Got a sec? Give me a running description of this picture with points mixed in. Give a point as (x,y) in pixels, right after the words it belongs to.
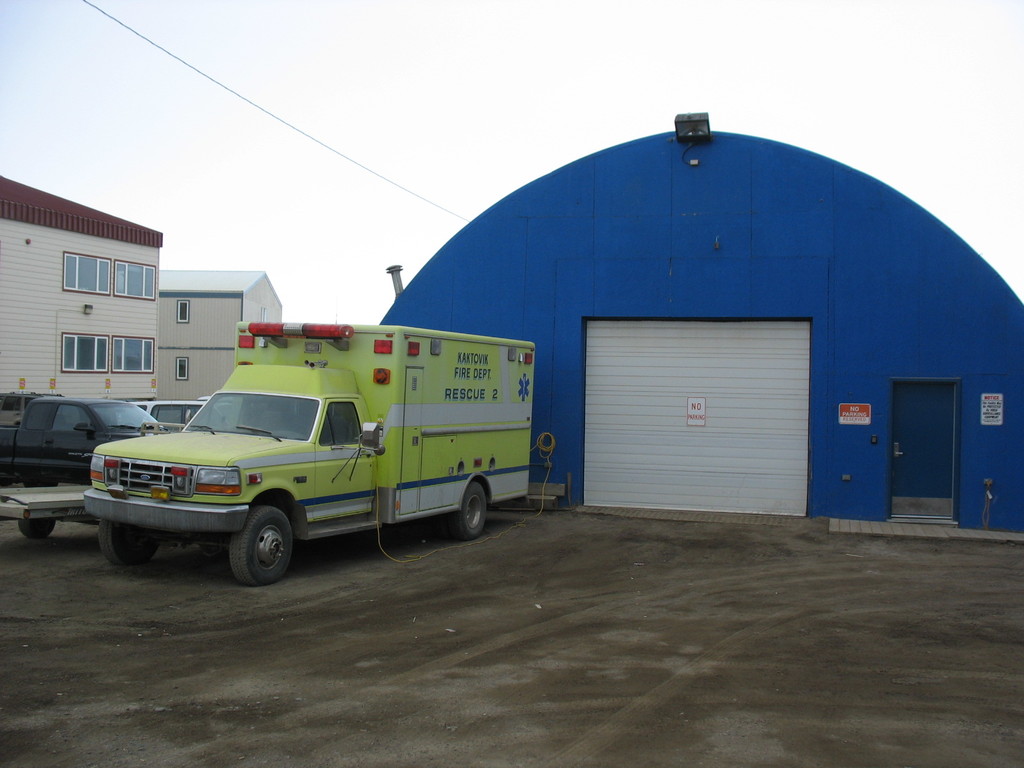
In this image, we can see some cars (137,430), there are some homes (249,289), at the top (387,54) there is a sky (441,46).
